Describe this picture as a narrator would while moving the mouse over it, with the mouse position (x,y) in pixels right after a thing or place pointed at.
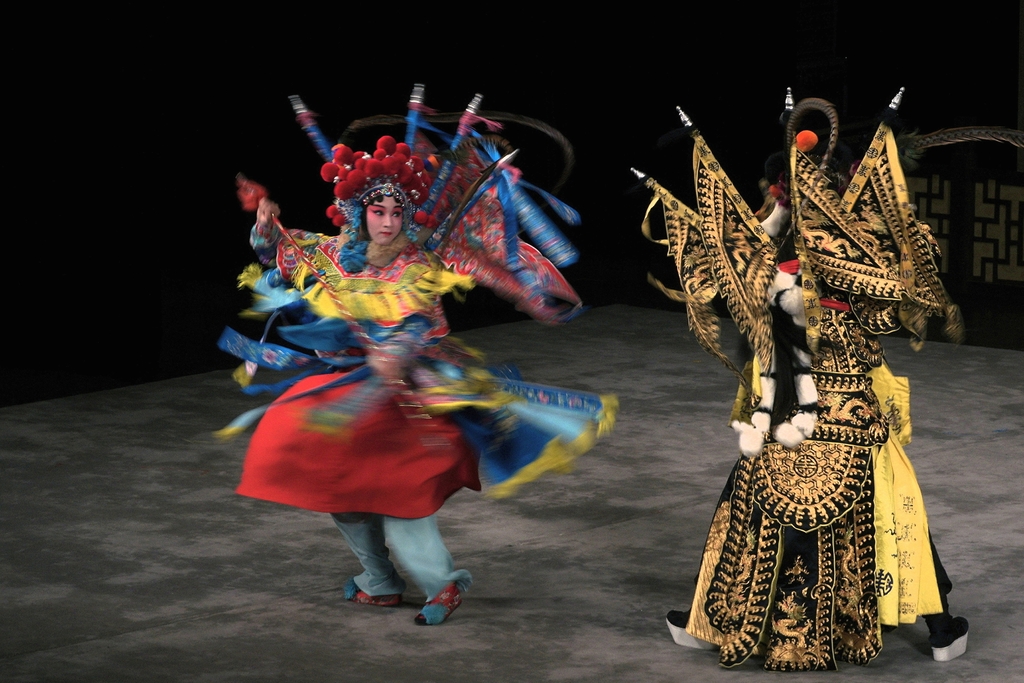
In this picture we can see people (519,425) wearing costumes (580,407) and dancing on the floor (221,531).
